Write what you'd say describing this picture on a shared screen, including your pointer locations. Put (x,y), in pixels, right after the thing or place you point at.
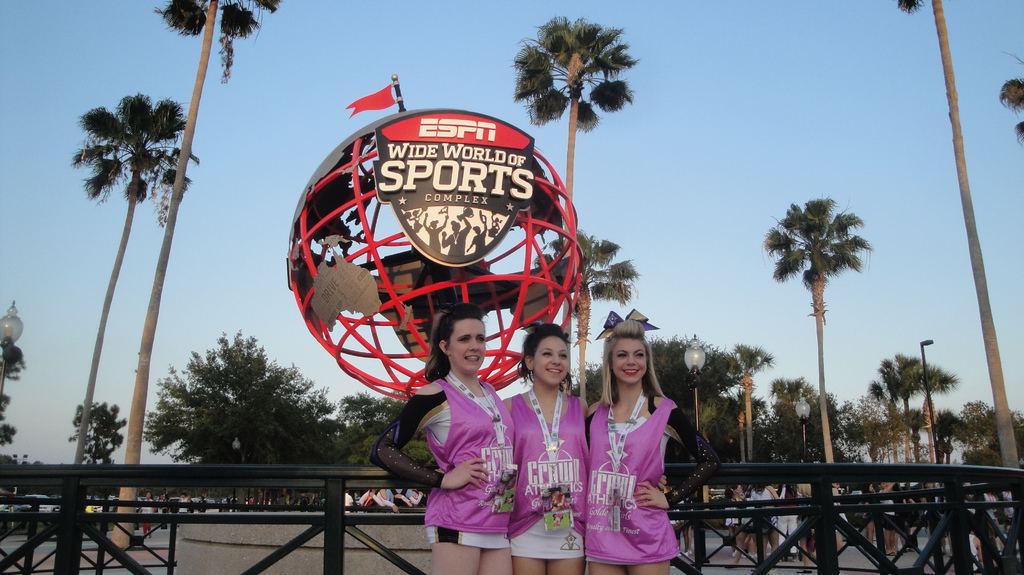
At the bottom of the image (507,461) we can see three ladies (643,421) standing and smiling. They are all dressed in a costume (530,455) and there is a fence (75,504). In the center (345,290) we can see a board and trees (207,453). At the top (450,106) there is sky (518,120) and we can see people (810,547) walking.
